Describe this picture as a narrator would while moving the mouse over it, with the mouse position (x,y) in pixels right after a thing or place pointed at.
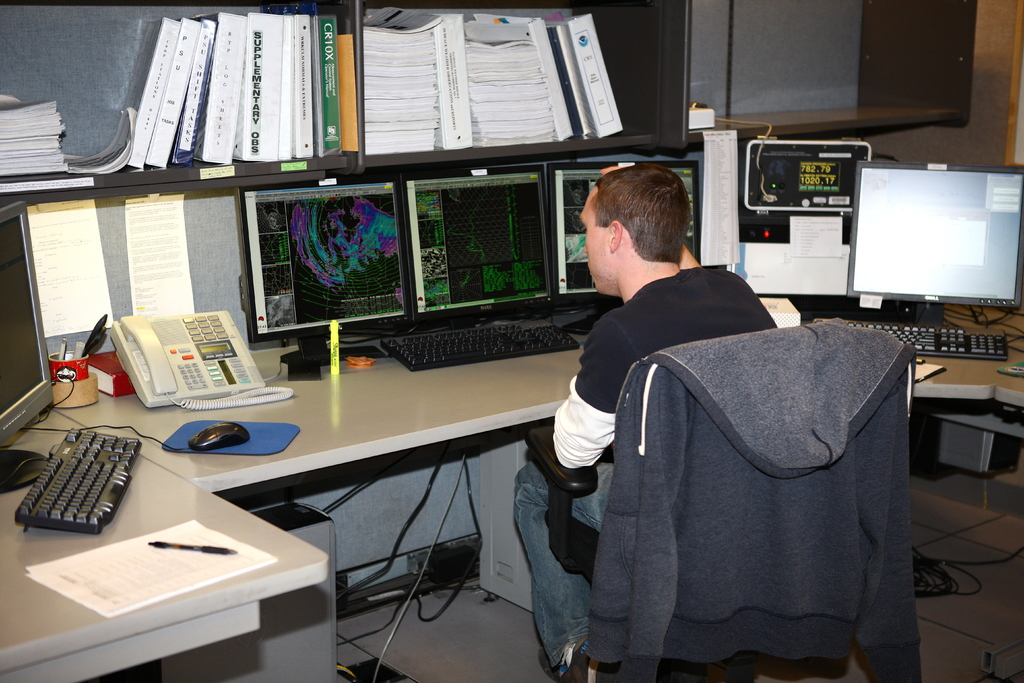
Here is a man (646,346) sitting on the chair (582,549). This is a jerkin (779,458) which is put on the chair (636,445). This is the table (354,417) with a telephone (203,371), pen stand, mouse (220,427) with a mouse pad (275,444), monitors (560,223), keyboard (430,363), papers (176,577), pen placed on the table (470,411). This looks like a bookshelf (661,65) with some books (263,76) placed inside it.
